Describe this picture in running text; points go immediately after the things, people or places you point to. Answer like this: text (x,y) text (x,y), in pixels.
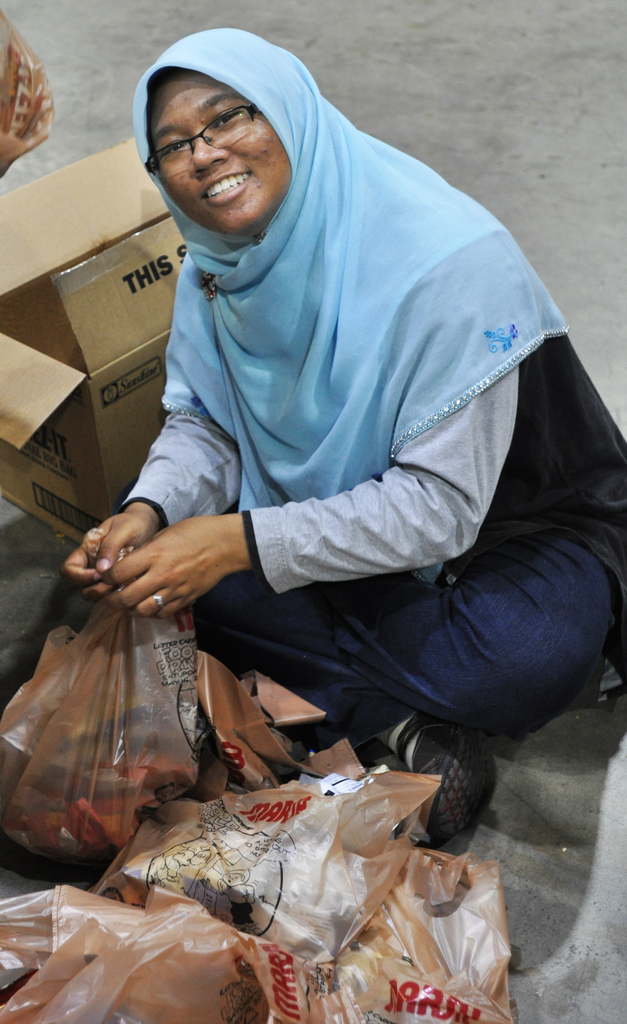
This is a zoomed in picture. In the foreground (351,921) we can see the packet (245,840) containing some items (215,780) and there is a woman (205,277) wearing blue color scarf (302,249) and sitting on the ground (560,719). On the left (101,183) we can see a box (128,285). In the background (153,0) there is a ground (88,8).
